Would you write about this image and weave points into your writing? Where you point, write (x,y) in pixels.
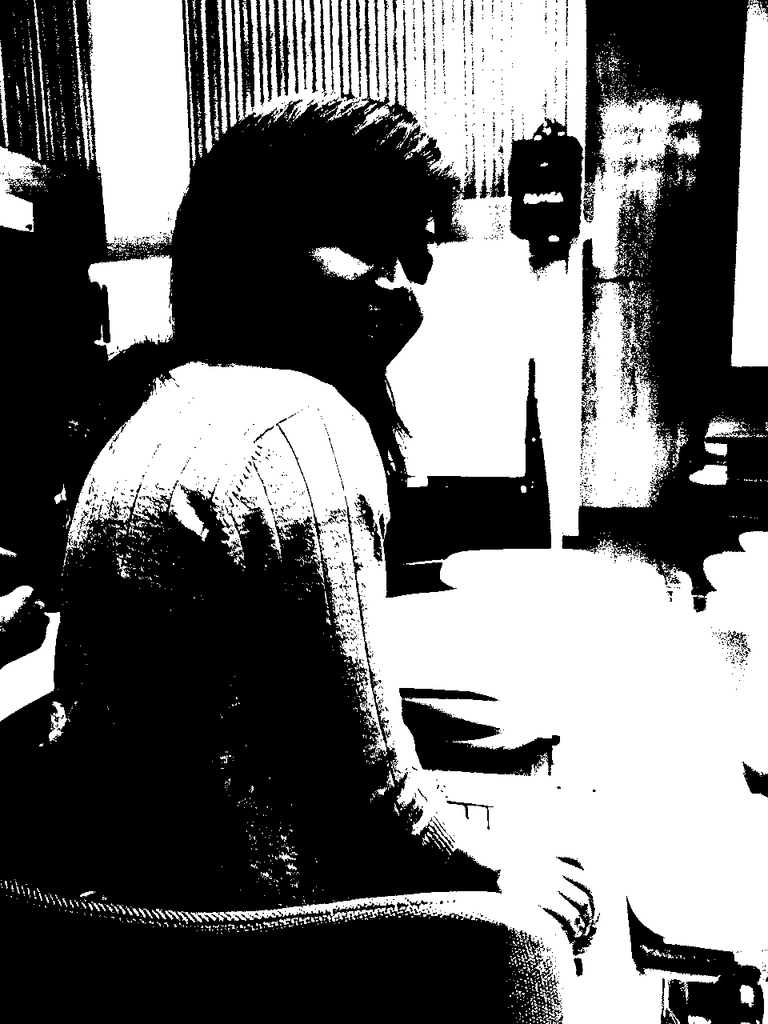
In this image I can see a woman (252,420) sitting on chair (346,970) in the foreground (284,821), in the background (507,57) I can see it might be the wall (637,306) and a window (199,125), this is an black and white image.
